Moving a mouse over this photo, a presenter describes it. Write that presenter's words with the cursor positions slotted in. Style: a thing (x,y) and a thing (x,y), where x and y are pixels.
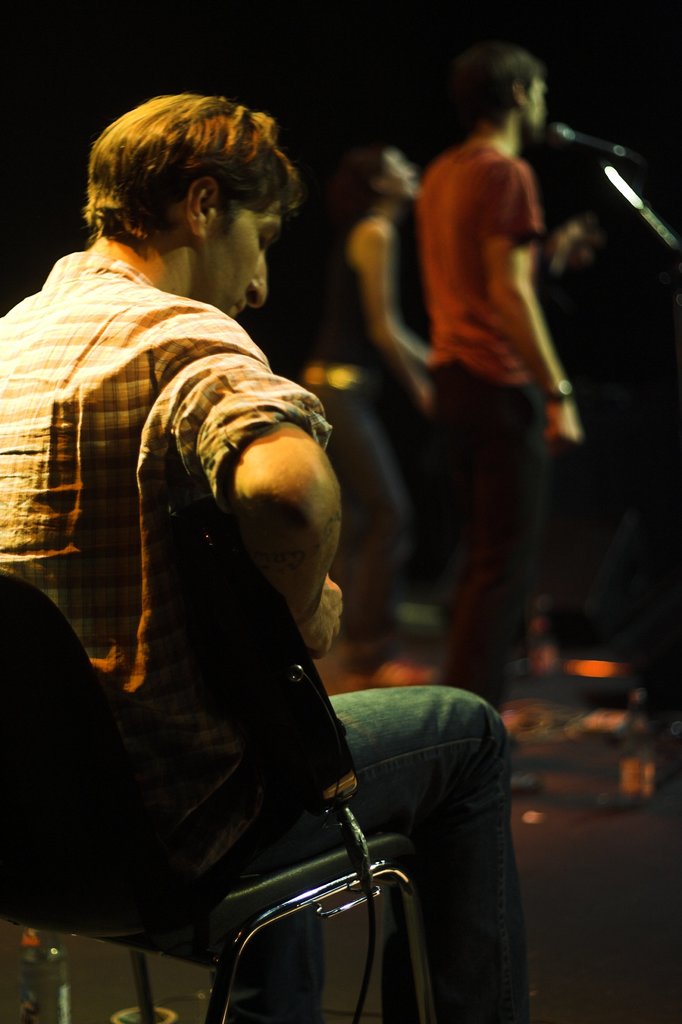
In the image we can see there is a man (517,881) who is sitting on chair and at the back (485,317) there are people (470,254) who are standing.
